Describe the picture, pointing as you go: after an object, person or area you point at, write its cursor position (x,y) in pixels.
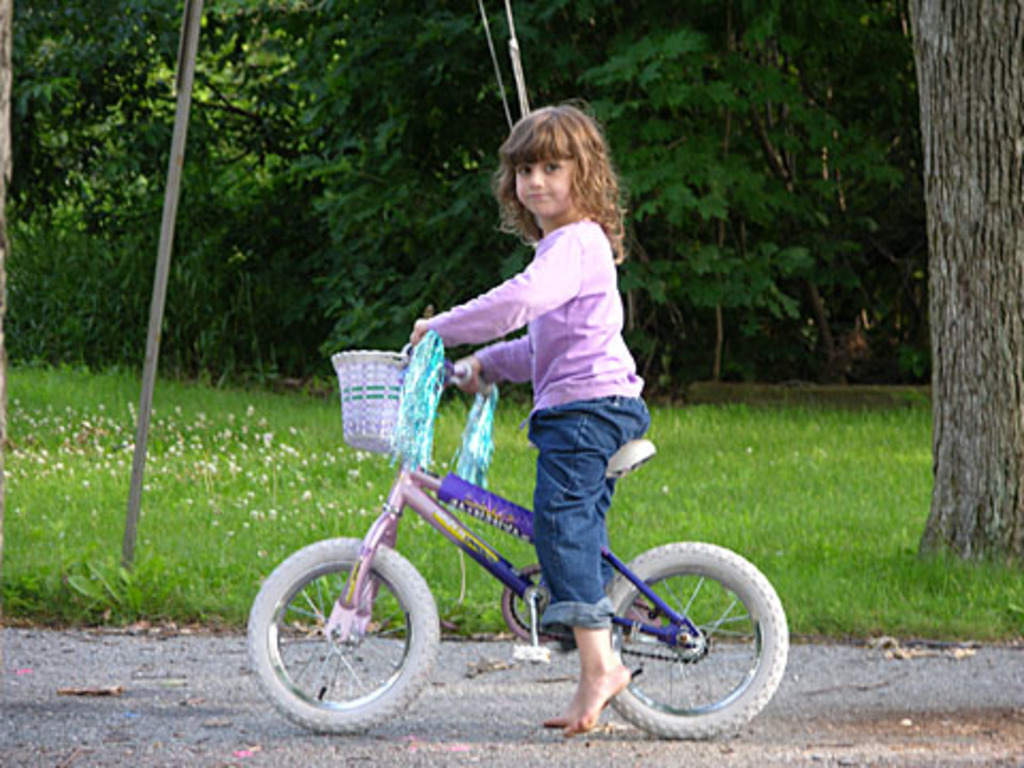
In this image we can see a girl (534,443) sitting on the bicycle (365,539), there are trees (969,296), grass (110,437), also we can see the ropes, and a wooden stick (167,255).
